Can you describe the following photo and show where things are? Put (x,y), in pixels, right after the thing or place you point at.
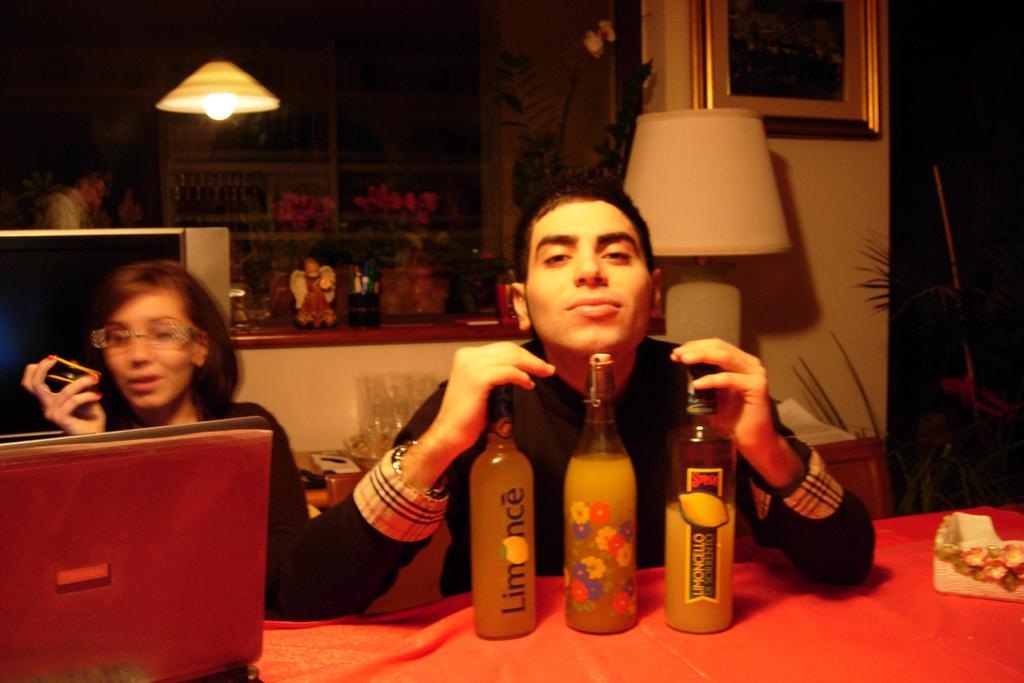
The person (546,468) wearing black shirt (568,431) is holding three glass bottles (615,511) which are placed on the table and there is a woman (155,423) beside him sitting in a chair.
